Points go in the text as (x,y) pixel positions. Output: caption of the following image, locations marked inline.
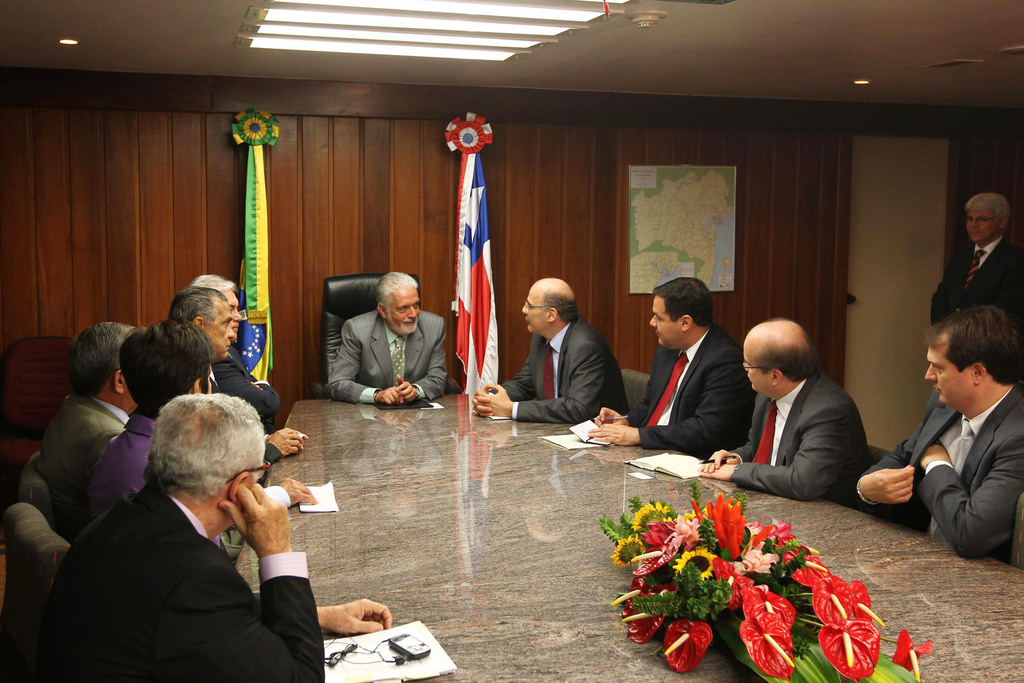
In this picture I can observe some men (236,430) sitting in the chairs (332,317) around the table (481,573). On the right side (716,602) I can observe a bouquet (727,616) on the table (457,513). In the background (263,259) I can observe two flags (480,275). On the right side (692,213) there is a map (676,222) on the wall (620,207).
